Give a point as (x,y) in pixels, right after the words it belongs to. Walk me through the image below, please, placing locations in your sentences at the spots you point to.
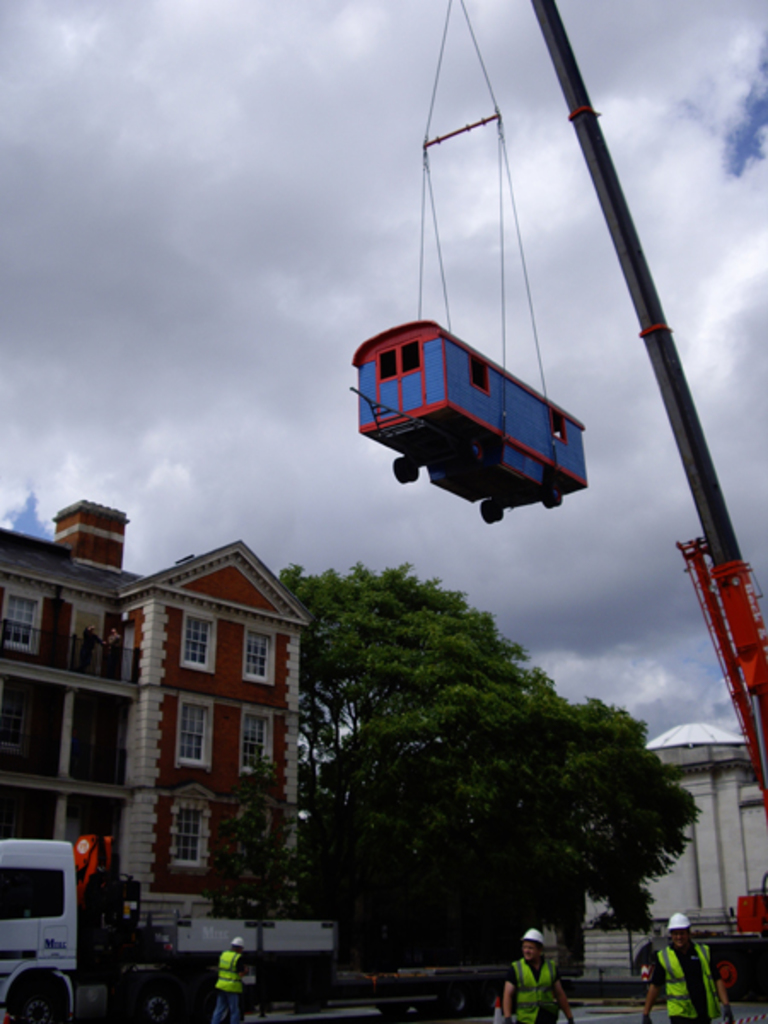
In this image I can see few people (231,986) with aprons (231,975) and helmets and they are on the road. To the right (526,395) I can see the red color crane (661,388) lifting the shed (442,390) which is in red and blue color. To the left (60,958) I can see the white color vehicle (60,903). In the back (183,667) there is a building (215,670), trees (489,740), clouds (325,295) and the sky (470,209).
